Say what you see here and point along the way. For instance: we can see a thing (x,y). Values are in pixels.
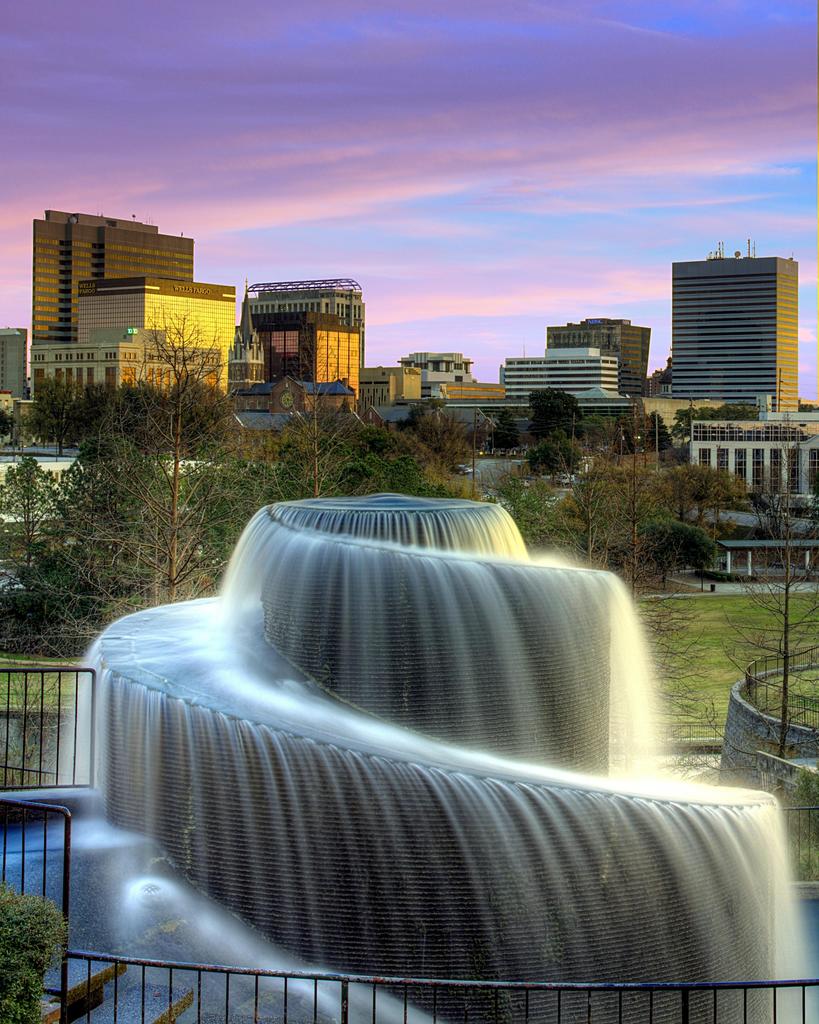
In this picture we can see a spiral fountain (343,611) of water (783,945) surrounded by gates (147,961), grass (680,629), trees (630,475) and buildings (681,357). The sky (456,225) is purple.
